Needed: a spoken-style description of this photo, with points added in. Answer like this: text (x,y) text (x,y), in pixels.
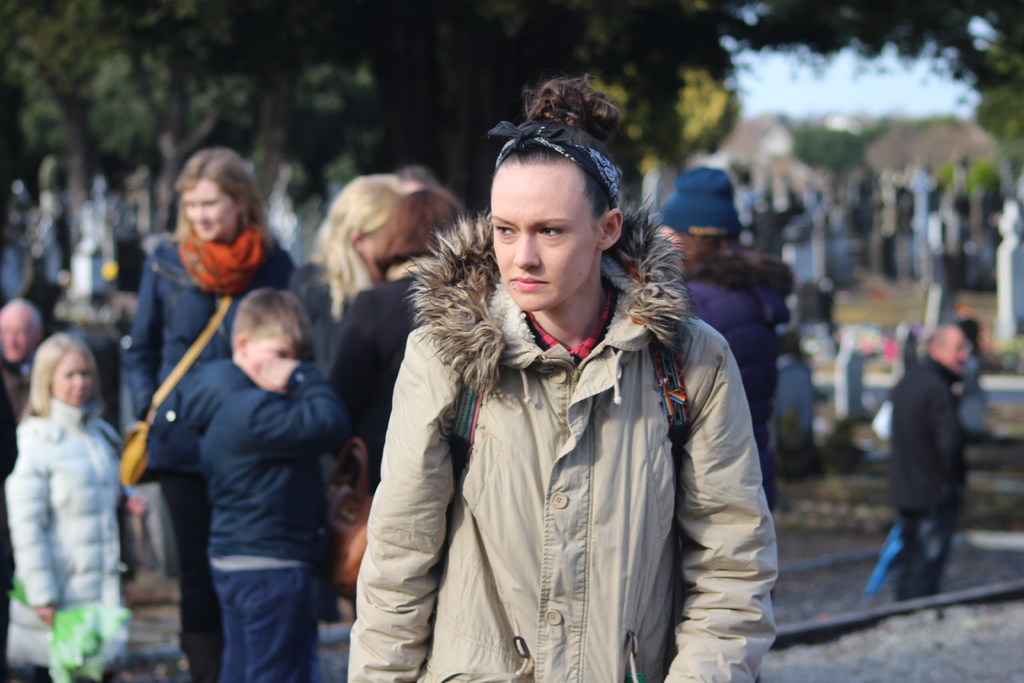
In the center of the image (531,296) we can see a lady (600,509) is standing and wearing a jacket (568,520). In the background of the image (185,23) we can see the trees (863,140), graves (783,210) and some people (897,477) are standing and wearing jacket (185,436) and a lady (187,330) is wearing a bag (188,354). At the bottom of the image (878,637) we can see the ground (865,625). In the top right corner (860,96) we can see the sky (798,71).
